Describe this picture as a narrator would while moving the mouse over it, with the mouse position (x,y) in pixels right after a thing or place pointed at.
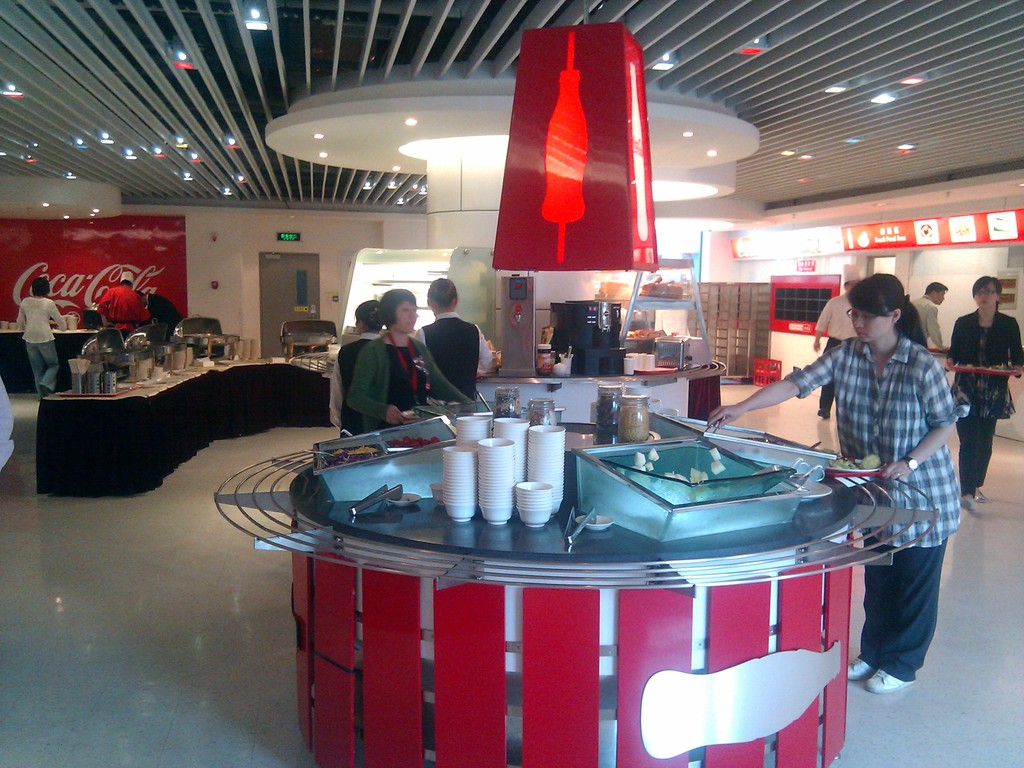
In this picture there is a woman (871,312) who is wearing shirt (921,391), spectacle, watch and shoe (882,681). She is holding a plate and holder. She is standing near to the table (570,490). On the round table (537,498) we can see a many cups (454,498), bowls (513,444), jugs (609,409), tray (621,495) and food items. Beside that there are three persons (388,325) were standing near to the fridge (424,293). On the right (932,318) background (840,317) there is a man (938,306) who is standing near to the door (883,260). At the top (528,163) we can see the lights (563,163) and roof (426,180) of the building (242,44). On the left (169,309) we can see the group of persons (126,315) were standing near to the table (162,386). On the table (105,418) we can see the glass (81,389), bowls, plates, tissue papers (200,362), mat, spoon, forks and other objects (148,368). back side of the table (291,367) there is a exit door (319,283).
